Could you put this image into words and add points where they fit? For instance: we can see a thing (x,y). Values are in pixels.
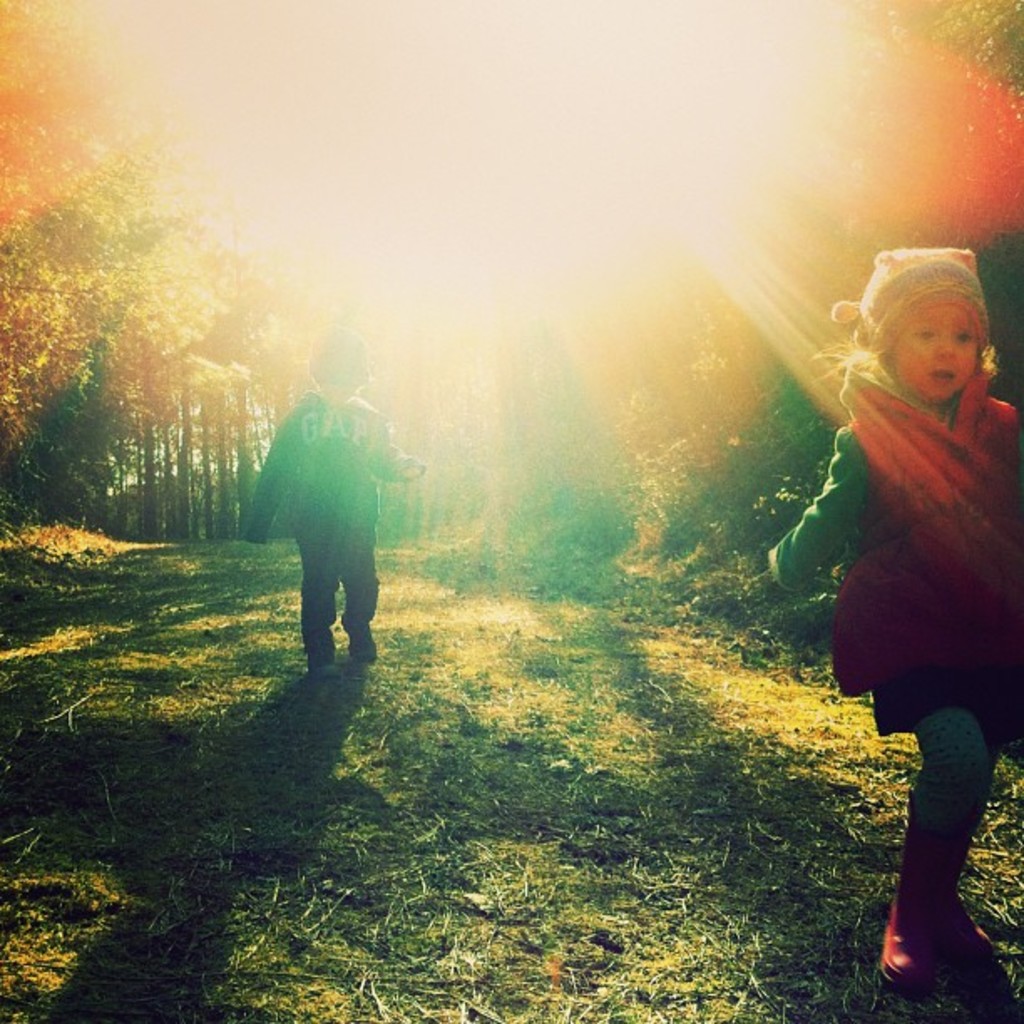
In this picture I can see, on the right side (987,654) a girl (978,677) is walking, she wore red color sweater (948,592). In the middle (361,576) a boy (365,448) is standing, at the back side (227,414) there are trees (603,392), at the top (560,184) it is the light (409,121).
